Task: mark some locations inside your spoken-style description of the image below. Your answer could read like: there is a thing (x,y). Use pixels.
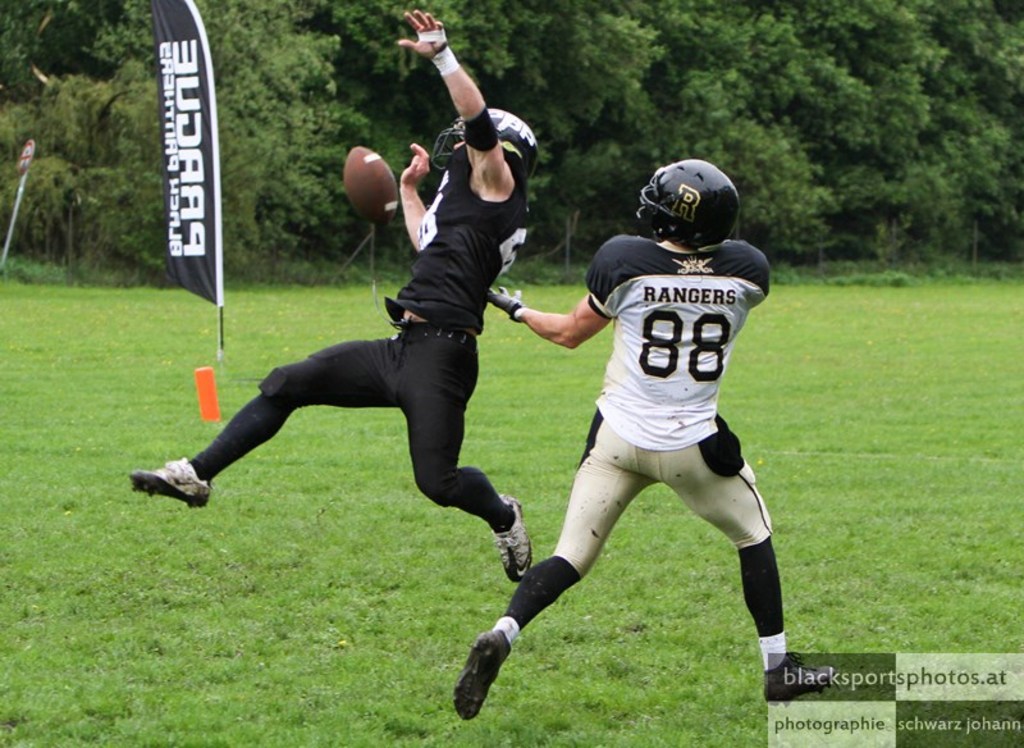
In this image we can see two persons (510,178) wearing helmets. Also there is a ball (374,182). On the ground (312,582) there is grass (335,588). In the back (195,195) there is a banner (194,178) with text (201,164). Also there is a sign board (24,164) with pole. And there are trees (42,213). Also there is watermark (875,703) on the image.
